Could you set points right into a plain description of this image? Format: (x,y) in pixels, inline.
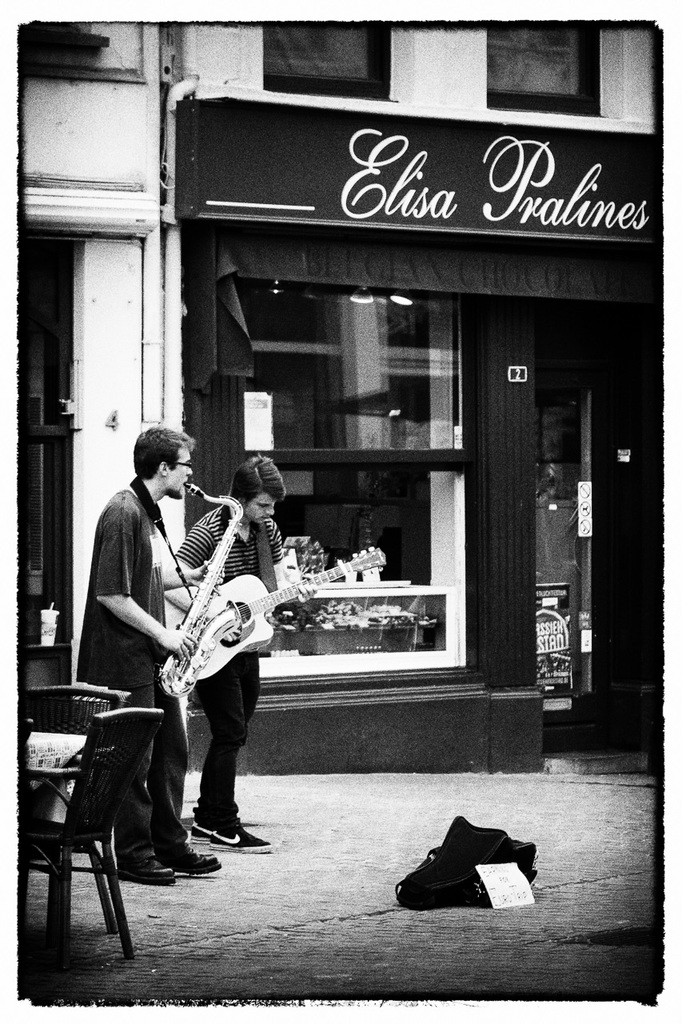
In this image there are two people (204,772) in which one of them is playing the saxophone (235,524) while the other is playing the guitar (249,618) on the street (277,847). At the background (427,325) there is a store (422,317) and beside them there is a table (45,756) and chairs (77,733) around it. In front of them there is a bag (453,853).
